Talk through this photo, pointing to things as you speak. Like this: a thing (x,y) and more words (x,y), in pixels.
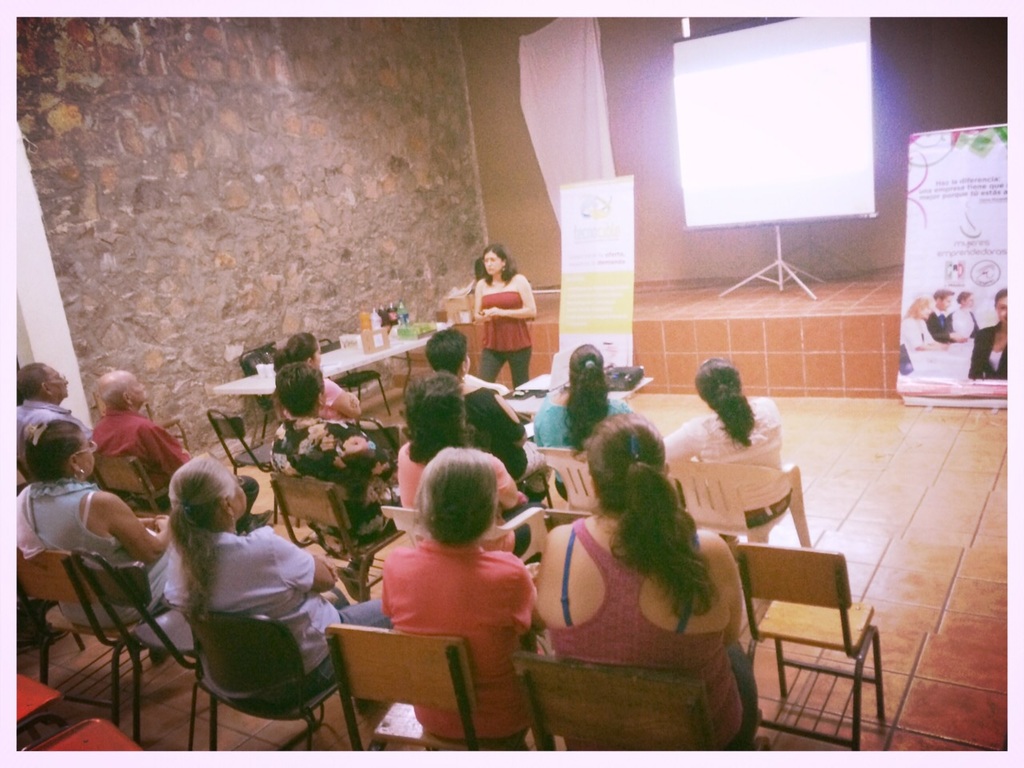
in a room (857,467) people (589,428) are seated on the chairs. in the front (499,337) a person (499,326) is standing and speaking. behind her there are 2 banners (901,337) and a projector screen (788,125) on the stage (763,301). at the left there is a table (339,361) on which there are bottles (371,317). behind that there is a wall (191,210).
